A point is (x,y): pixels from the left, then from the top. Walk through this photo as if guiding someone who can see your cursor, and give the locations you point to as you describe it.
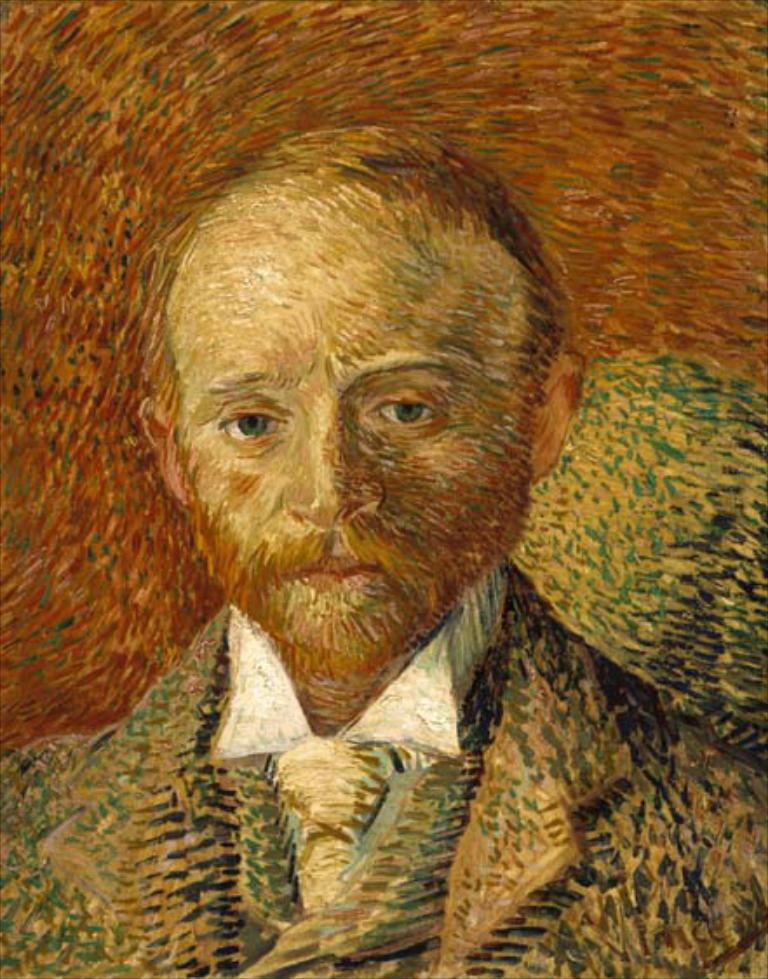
In this image we can see a painting (361,486) of a person (347,522).
